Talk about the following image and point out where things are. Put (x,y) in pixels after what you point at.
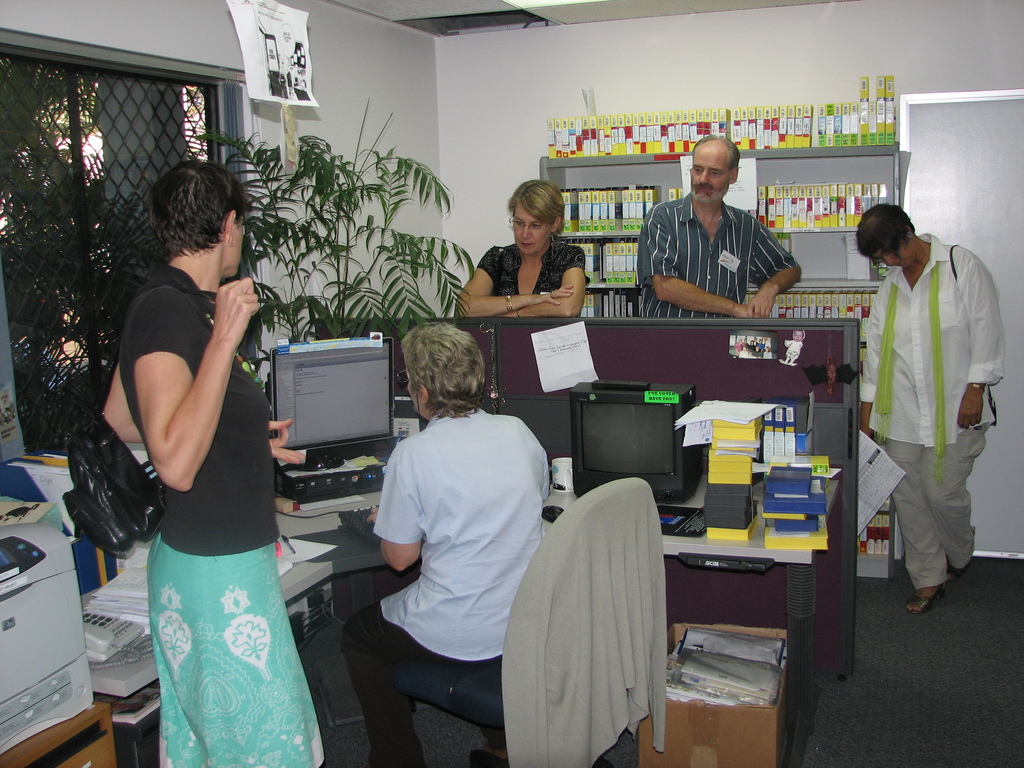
It looks like an office (331,702). A person (372,679) is sitting in the chair (456,706) and typing in the system (355,484). A woman (252,551) is standing and looking into the system (310,494) the another woman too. And a man (698,309) is standing by resting his hand (752,298) in shelf (831,330). another woman (900,365) is standing at here. If you observe there is a tree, window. In the right side of an image (966,144) there is a door (950,148).
